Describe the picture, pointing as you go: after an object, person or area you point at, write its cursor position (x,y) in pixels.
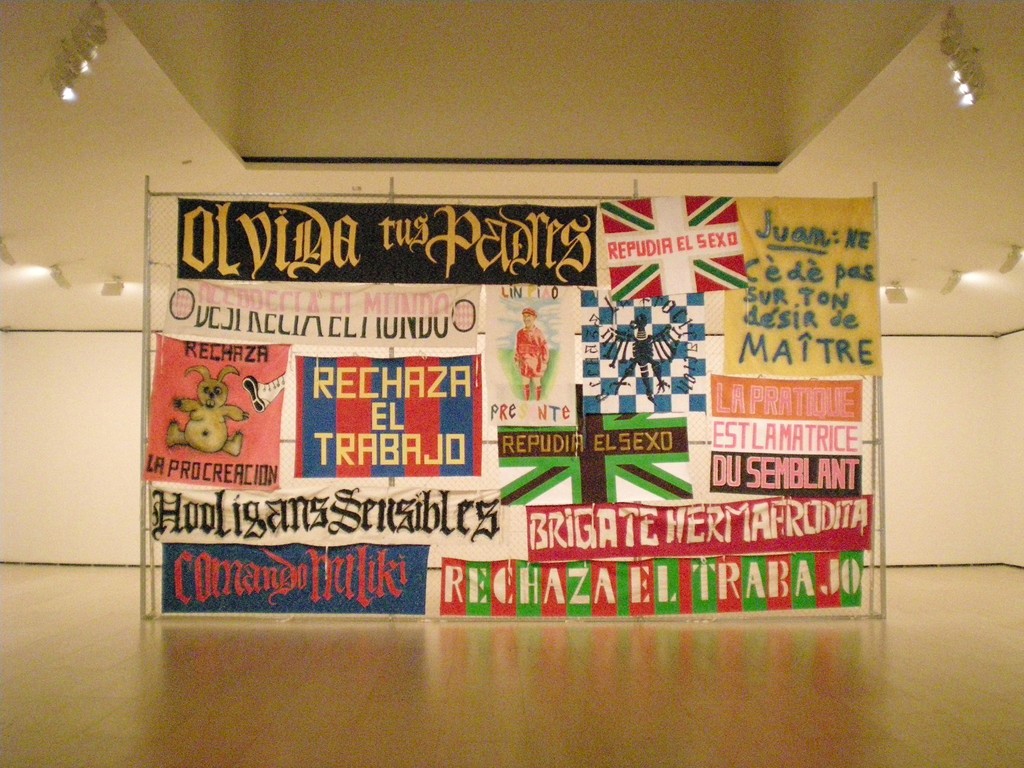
In the picture we can see a hall (635,646) which is cream in color with some banner (413,367) to the wall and some flag painting (741,267) on it and to the ceiling (816,119) on either side we can see the lights (966,71).
